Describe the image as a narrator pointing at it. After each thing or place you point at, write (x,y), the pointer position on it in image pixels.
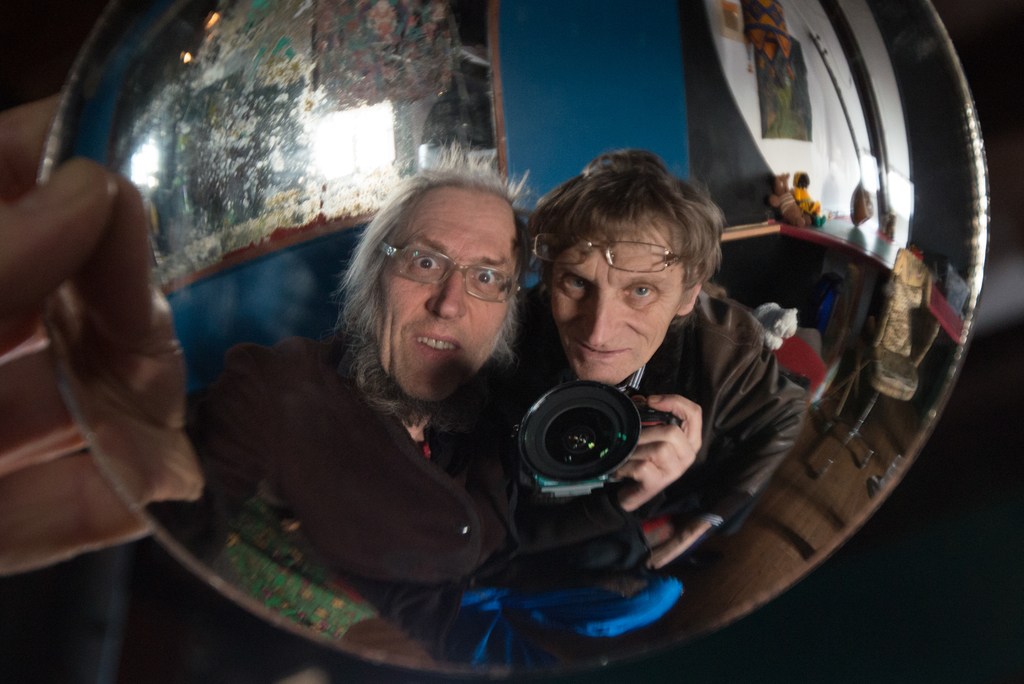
In this picture, we can see some reflections (912,419) in the mirror (817,217) like a two persons (449,163) one of them is carrying a camera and we can see some objects (861,210) on the ground (821,458). We can see the wall (609,89) with mirrors (403,89) and we can see some objects (774,122).
